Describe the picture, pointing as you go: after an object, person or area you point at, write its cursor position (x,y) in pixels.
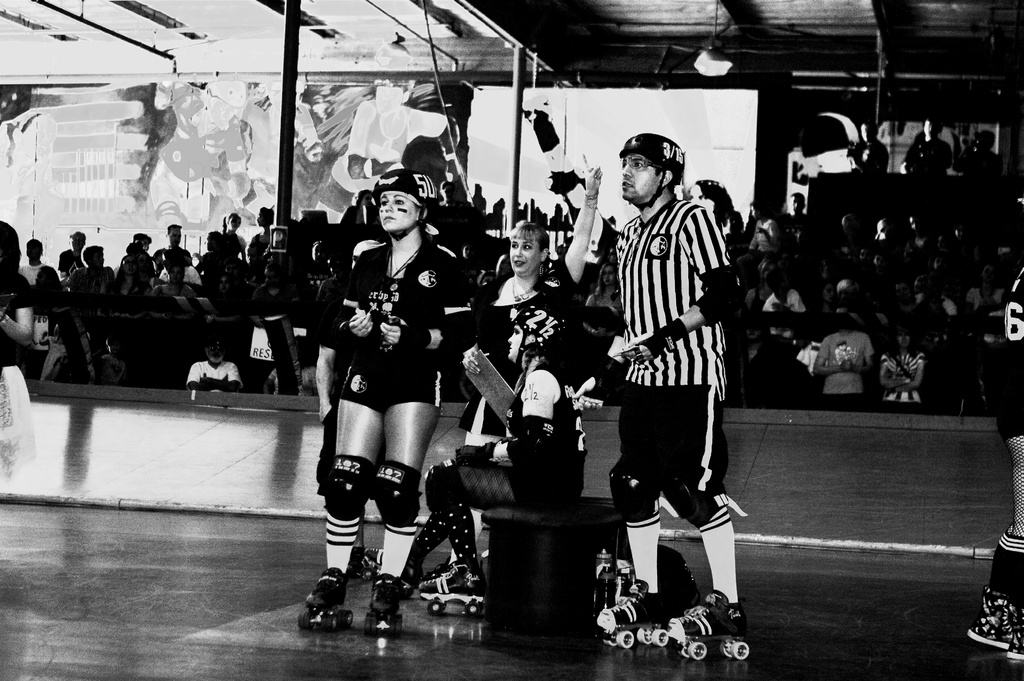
This picture is a black and white image. This picture shows the inner view of a room (274,154), one wall (279,153) with painting (364,120), some people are holding some objects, one woman (457,593) is sitting on the stool (540,558). Some people (17,467) are standing and some people (797,229) are sitting. There are some poles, one light (710,67) attached to the ceiling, some people (541,448) are wearing skating shoes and some objects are on the surface (92,618).
